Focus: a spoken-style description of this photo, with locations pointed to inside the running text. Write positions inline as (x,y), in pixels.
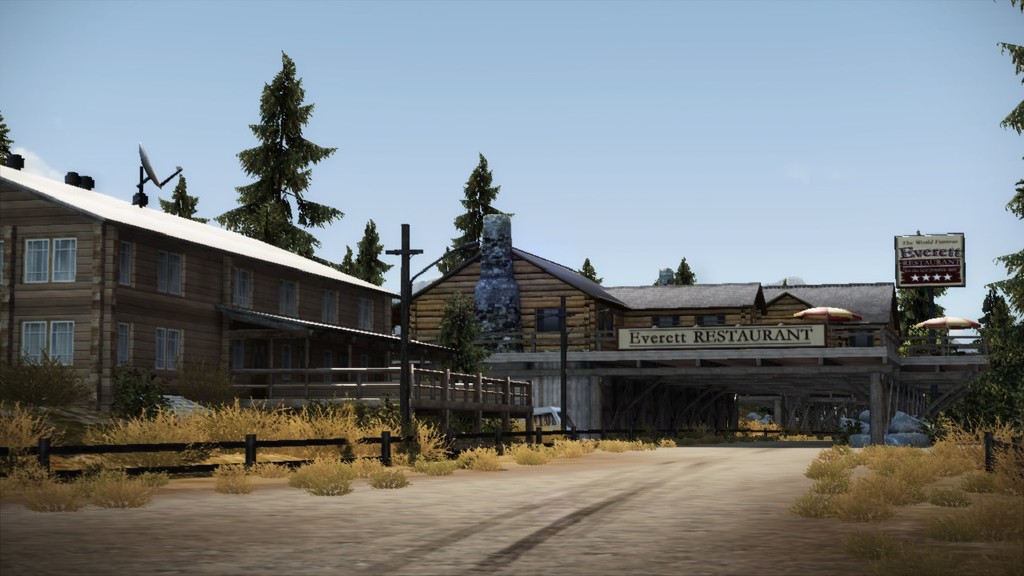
In this image we can see a road (569,505). On the sides of the road (522,475) there are plants (870,475). On the left side (255,446) there is a railing (387,437), electric pole (405,252). There are buildings (341,299) with windows (674,326). On the building (684,335) there is a name board (684,335). Also there is a board (915,268) with something written on that. In the back (297,193) there are trees (913,297) and sky (760,112). On the top of the building (109,226) there is a dish antenna (154,170).
